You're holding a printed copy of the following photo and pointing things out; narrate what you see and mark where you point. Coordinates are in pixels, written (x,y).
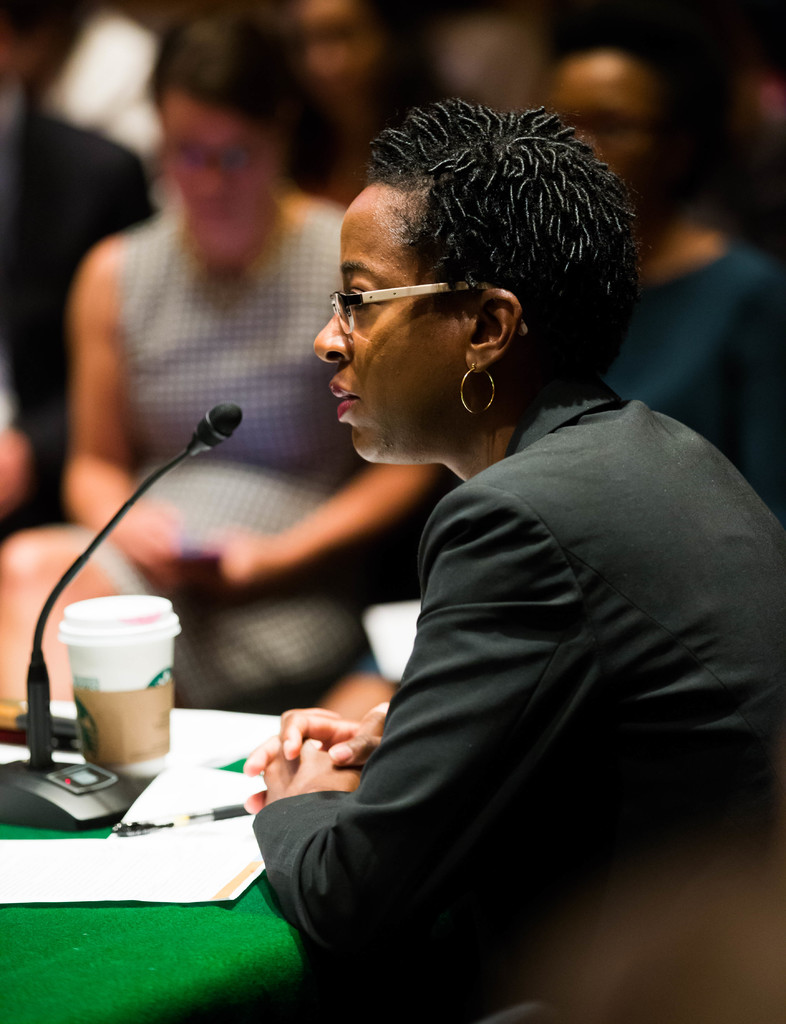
These persons (542,322) are sitting. In front of this person (329,832) we can see table (108,938) on the table (135,915) we can see microphone (119,800), cup (95,665), paper (195,797), pen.
